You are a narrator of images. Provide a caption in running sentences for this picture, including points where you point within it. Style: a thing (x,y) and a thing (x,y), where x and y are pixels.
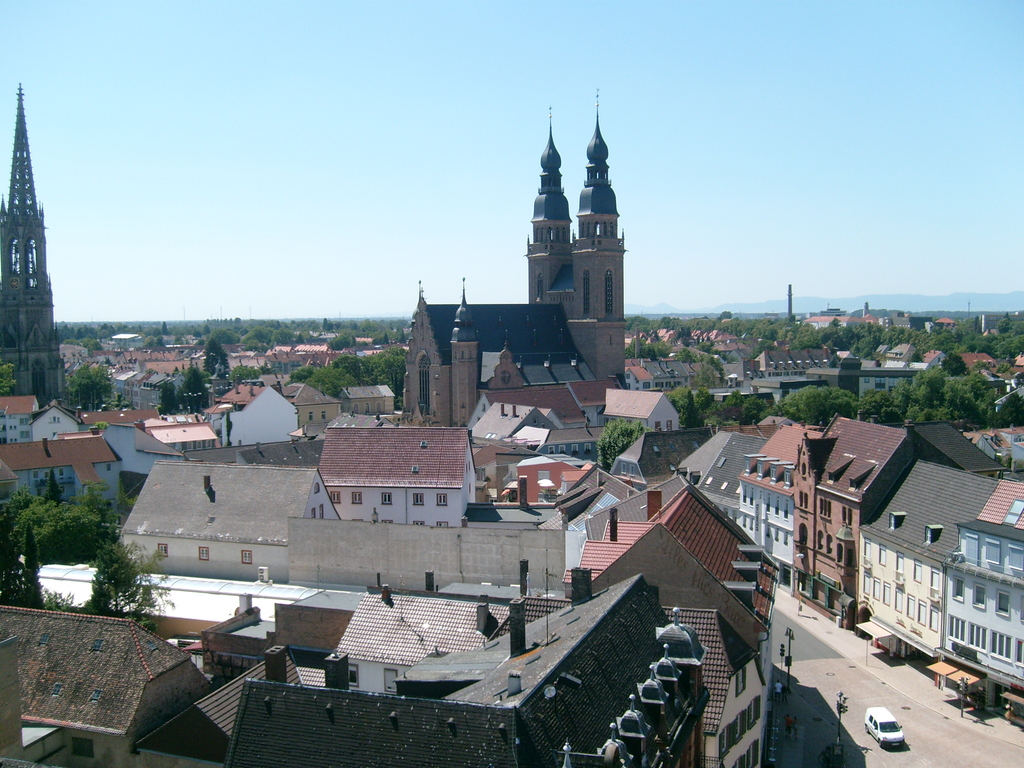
In this image I can see few buildings (534,475) in white, cream and brown color and I can also see few vehicles (888,733), light poles (846,698), trees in green color and the sky (331,128) is in blue and white color.
